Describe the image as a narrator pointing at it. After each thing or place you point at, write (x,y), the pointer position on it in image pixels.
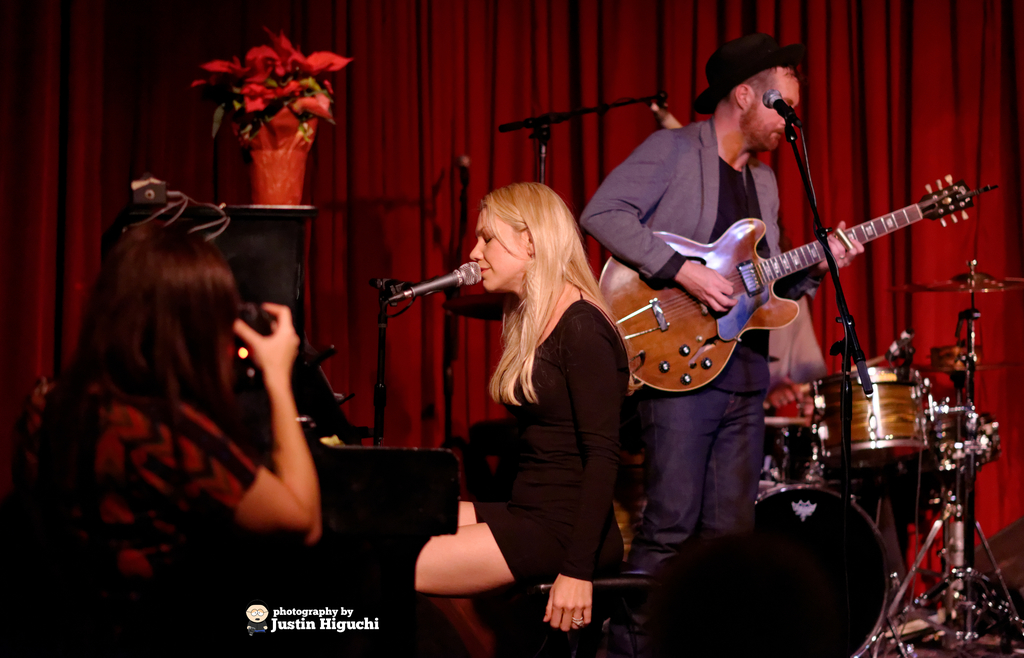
A woman (483,250) is singing on the microphone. On the right side (719,274) there is a man (719,274) who is playing with the guitar (620,283).
